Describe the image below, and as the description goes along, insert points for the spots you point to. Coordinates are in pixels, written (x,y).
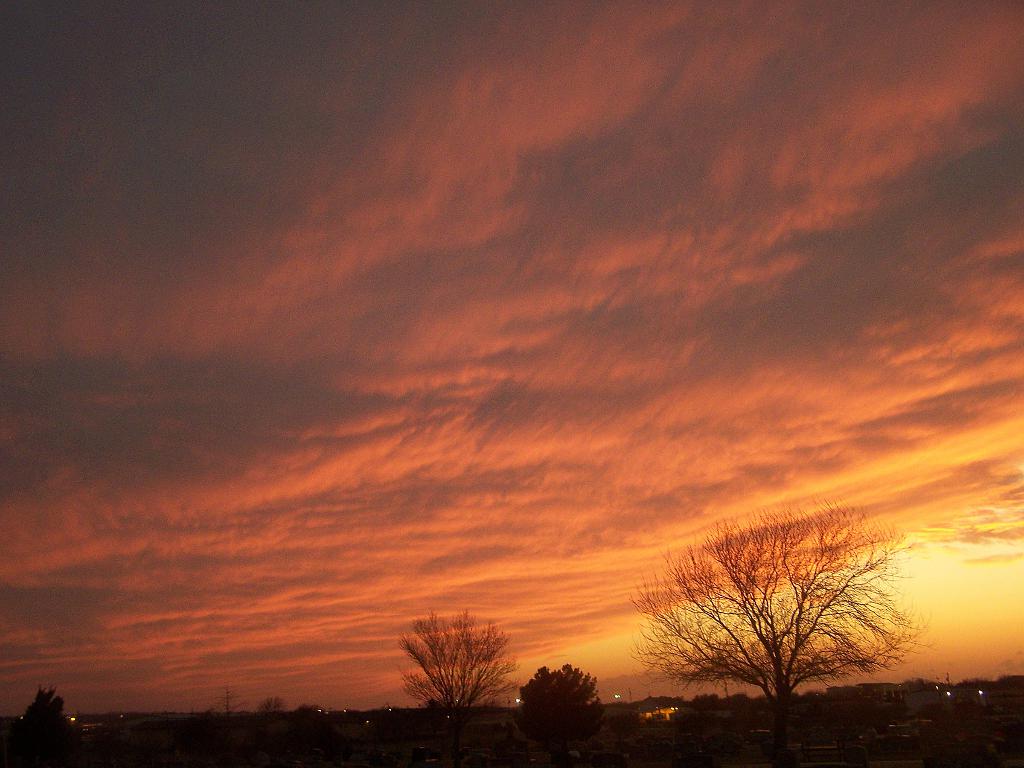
In this picture I can see number of trees (473,636) and I see few lights (391,710) on the bottom of this image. In the background (276,334) I can see the sky (714,274) which is a bit cloudy.
